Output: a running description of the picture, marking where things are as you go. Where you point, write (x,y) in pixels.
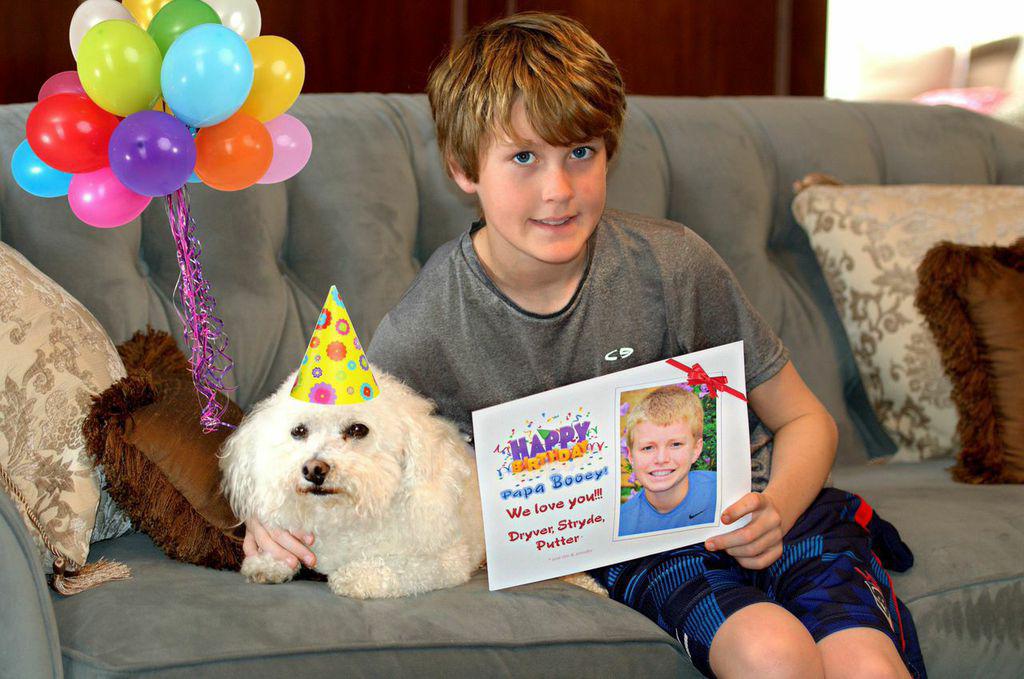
there is a boy (548,293) holding a greeting card (650,482) in his hands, sitting in the sofa (587,640). Beside him, there is a dog (322,448), wearing a cap (326,389) on its head (323,488). There are some pillows (144,438), balloons (216,101) here.
